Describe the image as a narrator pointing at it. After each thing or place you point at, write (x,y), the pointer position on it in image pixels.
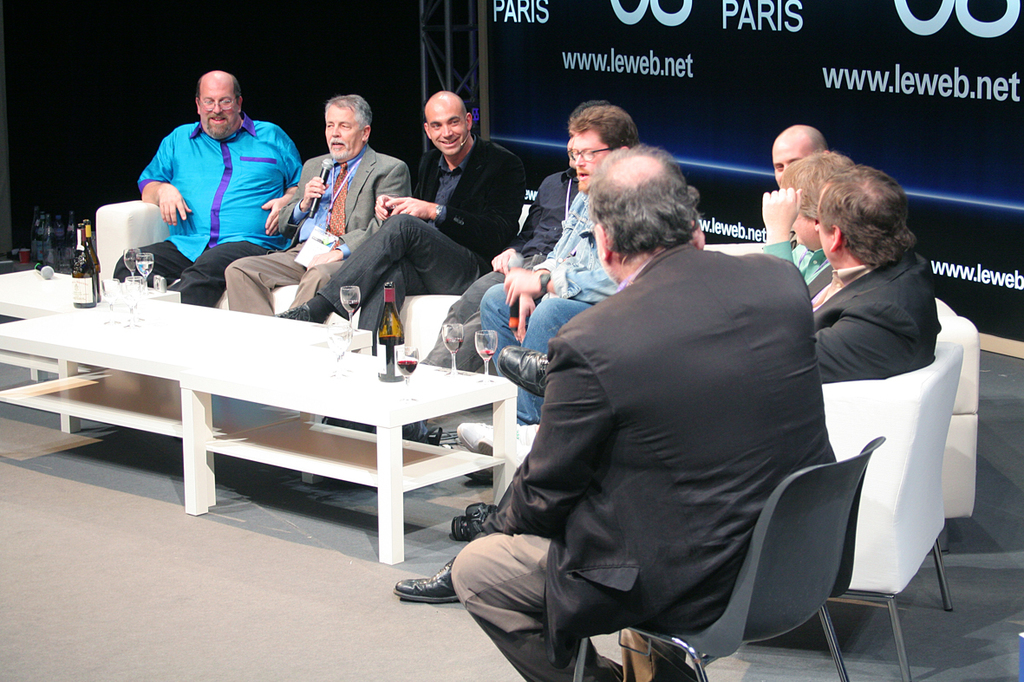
On the right (695,425) there is a man (813,342) sitting on the chair (639,629). There is a table (382,552). There are people (196,296) sitting on a sofa (864,436). The man (324,247) in the blue shirt (318,221) wearing a suit (374,190) is talking on mic (311,210) and the people (406,227) sitting beside him are smiling.
